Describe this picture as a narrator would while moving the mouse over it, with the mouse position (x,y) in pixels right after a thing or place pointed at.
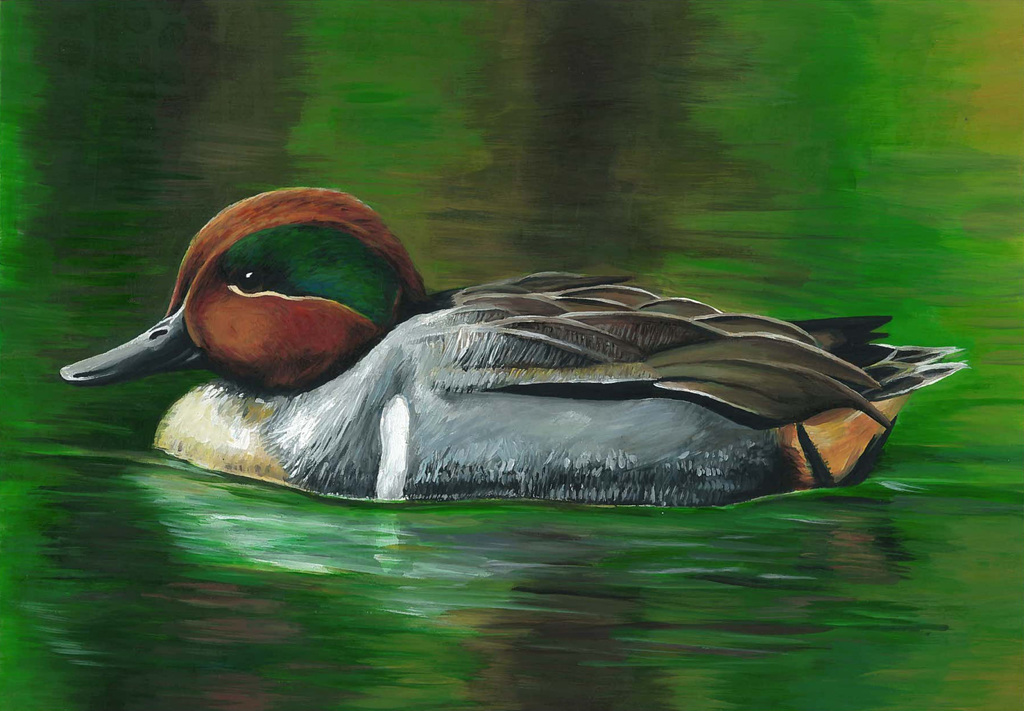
In this image we can see the picture (402,420) with painting (454,274) and there is the bird (477,388) on the water (463,159).
